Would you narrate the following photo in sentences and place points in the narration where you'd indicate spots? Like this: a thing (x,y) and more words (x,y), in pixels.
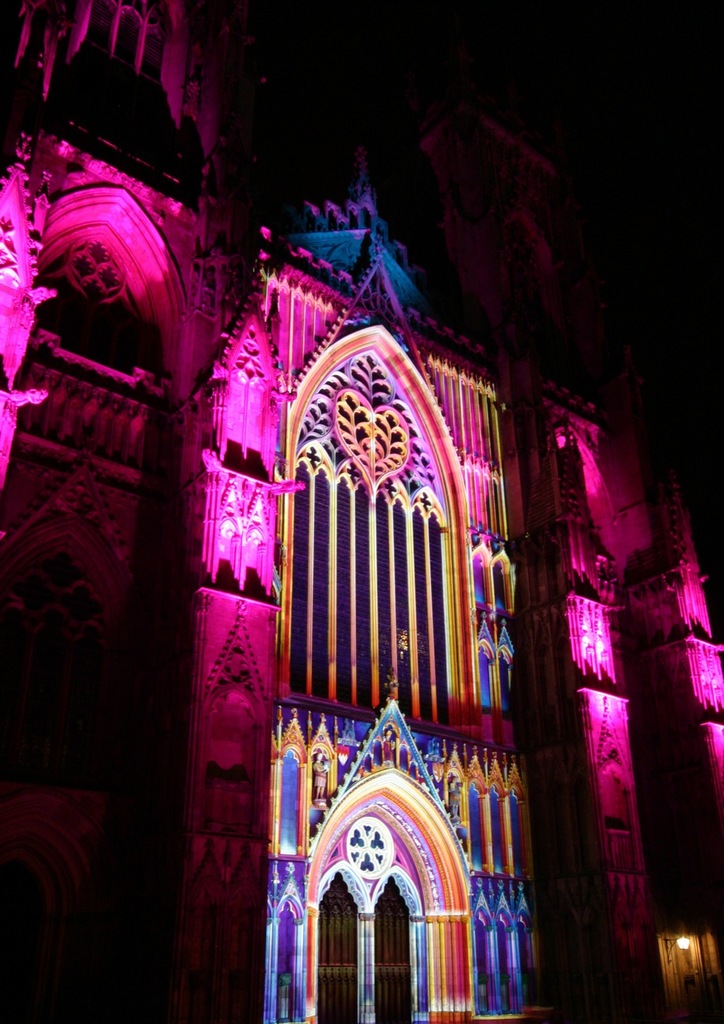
This is an image clicked in the dark. Here I can see a building (432,490).
